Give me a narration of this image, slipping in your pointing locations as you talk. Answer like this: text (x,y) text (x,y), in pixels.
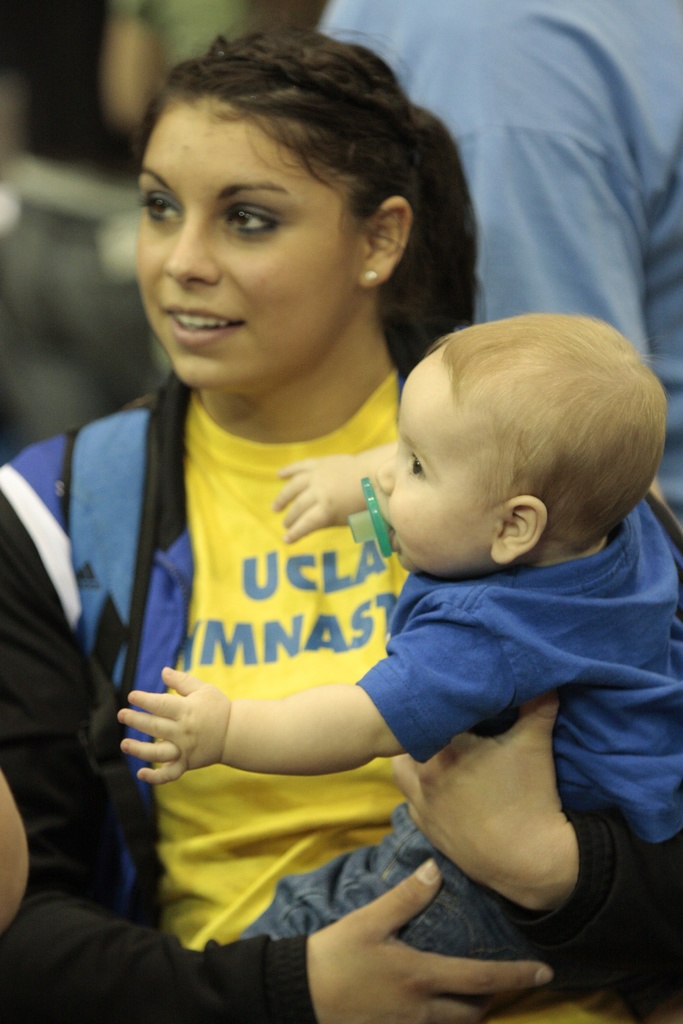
In this image, we can see a woman (435,784) sitting and she is holding a kid (556,656), in the background (548,240) we can see a person (520,30).
